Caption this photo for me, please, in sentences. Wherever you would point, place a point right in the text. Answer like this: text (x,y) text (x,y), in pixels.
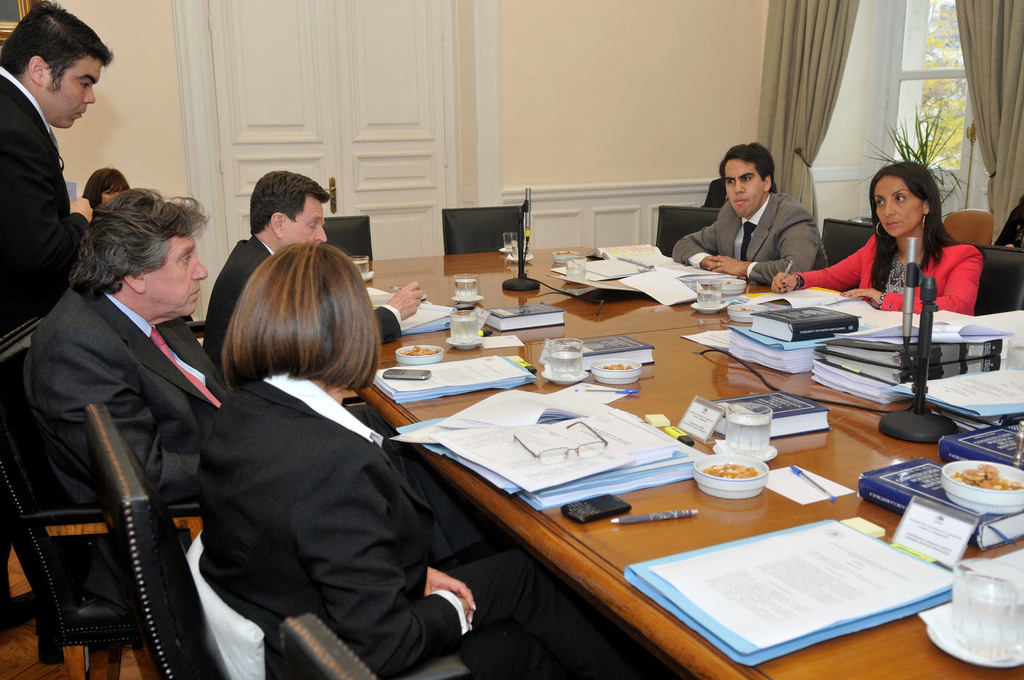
There is a group of people (275,336). They are sitting on a chairs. They are wearing suits (565,604). There is a table (546,302). There is a glass (709,297), paper (657,278), files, pen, mobile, name board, microphone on a table (561,298). On the left side of the person (16,222) is standing. We can see in the background (224,162) wall (563,93), door (251,126), curtain (1004,133) and flower plant (910,151).
